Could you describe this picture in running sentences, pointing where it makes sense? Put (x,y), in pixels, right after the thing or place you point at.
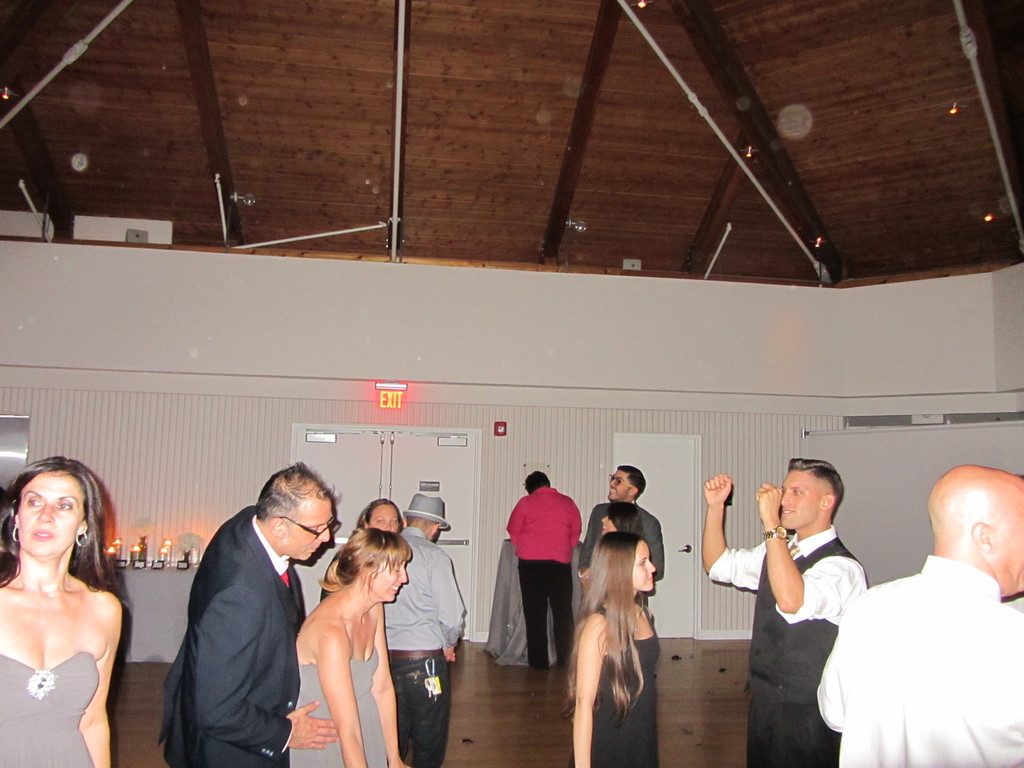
In this image there are people (816,672) standing on the wooden floor (566,767), in the background (264,267) there is a wall (490,510) for that wall (505,506) there are doors (430,475) at the top (69,223) there is a roof (613,203).
